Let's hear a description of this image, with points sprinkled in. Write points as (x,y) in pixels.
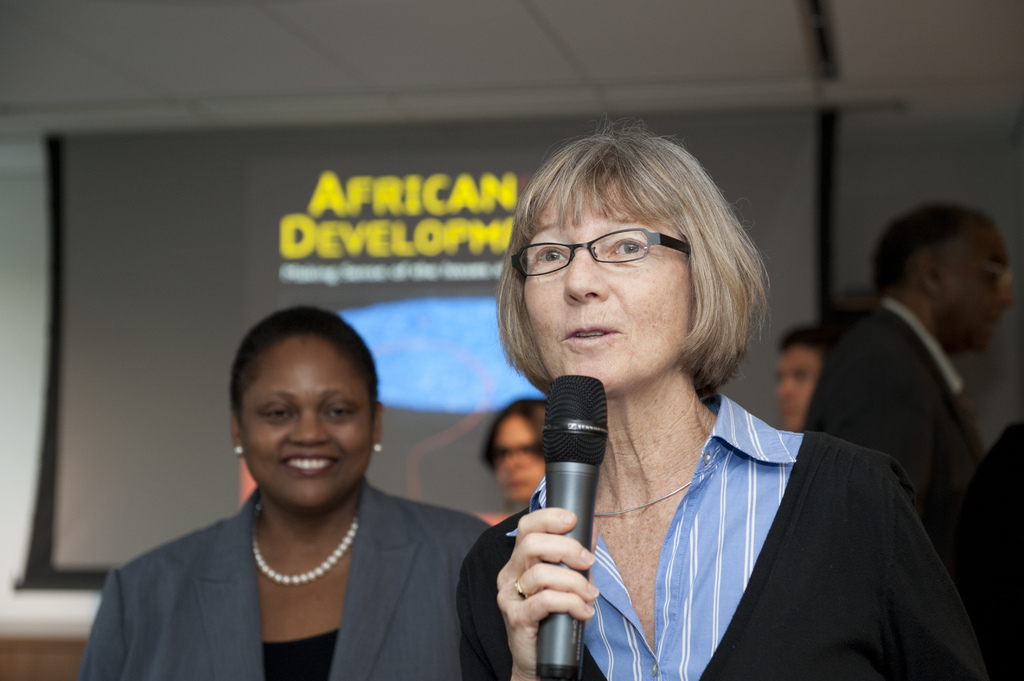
There is a woman (707,563) wearing a blue shirt (711,537) and a spectacles (632,243) holding a microphone (575,526) in her hand (558,598), talking. Behind her there is another woman (334,572). And in the background (792,385) there are some people (828,357) standing. We can observe a projector screen (237,254) here.
